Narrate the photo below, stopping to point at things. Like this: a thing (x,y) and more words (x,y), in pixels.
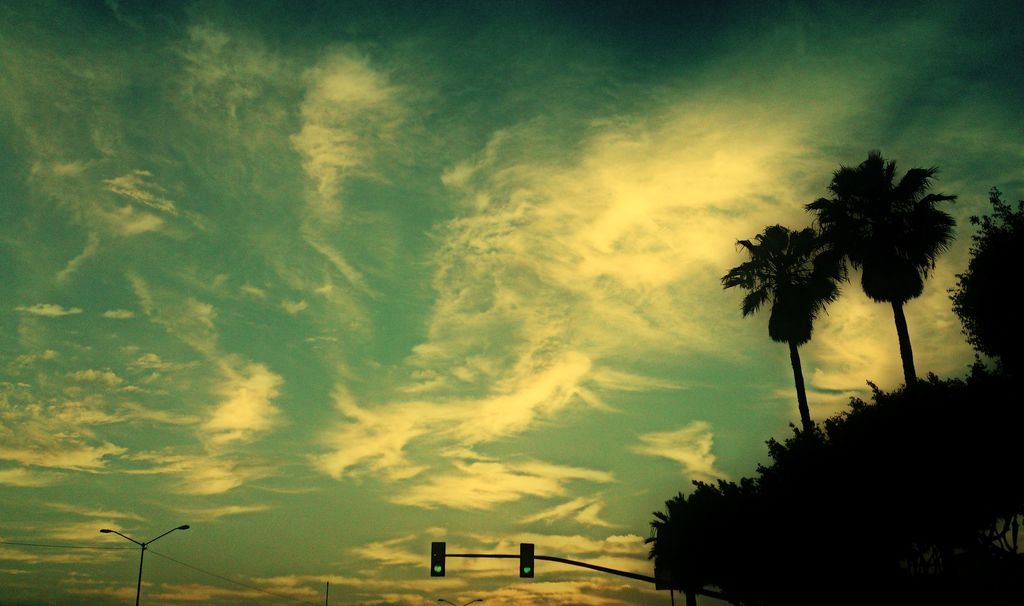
In this image I see the sky (594,190), traffic signals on this pole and I see a light pole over here and I see the wire (206,574) and I see the trees (856,402).
